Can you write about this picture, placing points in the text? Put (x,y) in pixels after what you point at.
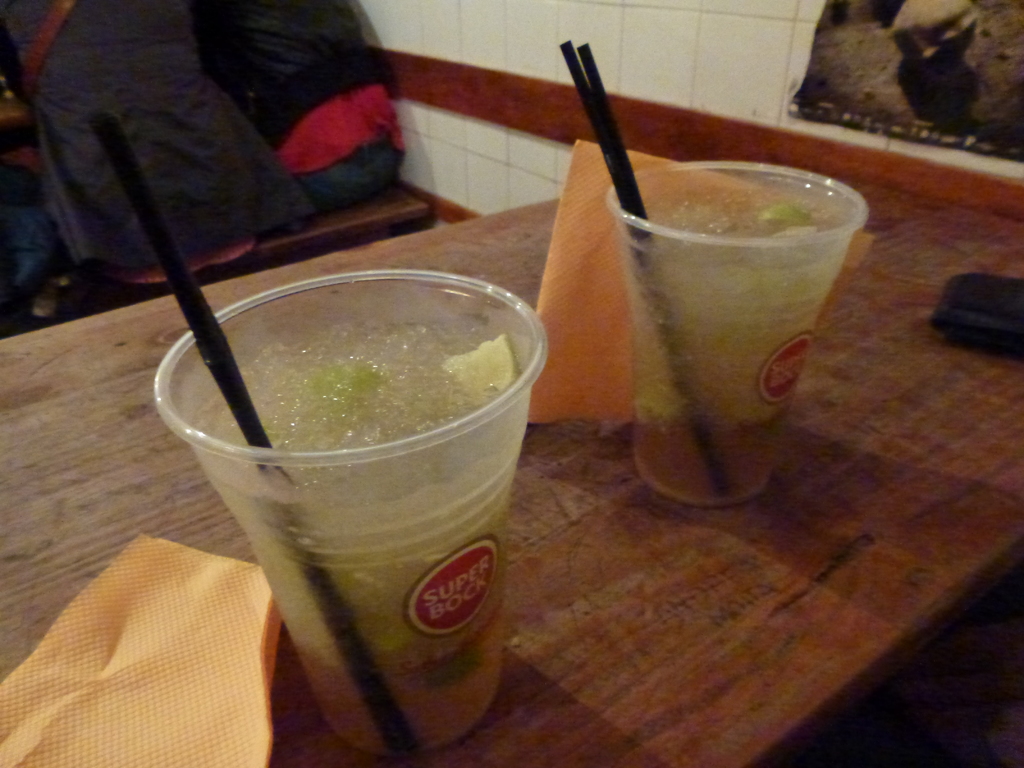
In this image there is a table (624,644), on that table (71,369) there are two glasses (457,342), in that glasses (747,287) there is juice (755,202), in the background (635,23) there is a wall (768,29) and there are tissue papers (197,698) on the table (543,225).
